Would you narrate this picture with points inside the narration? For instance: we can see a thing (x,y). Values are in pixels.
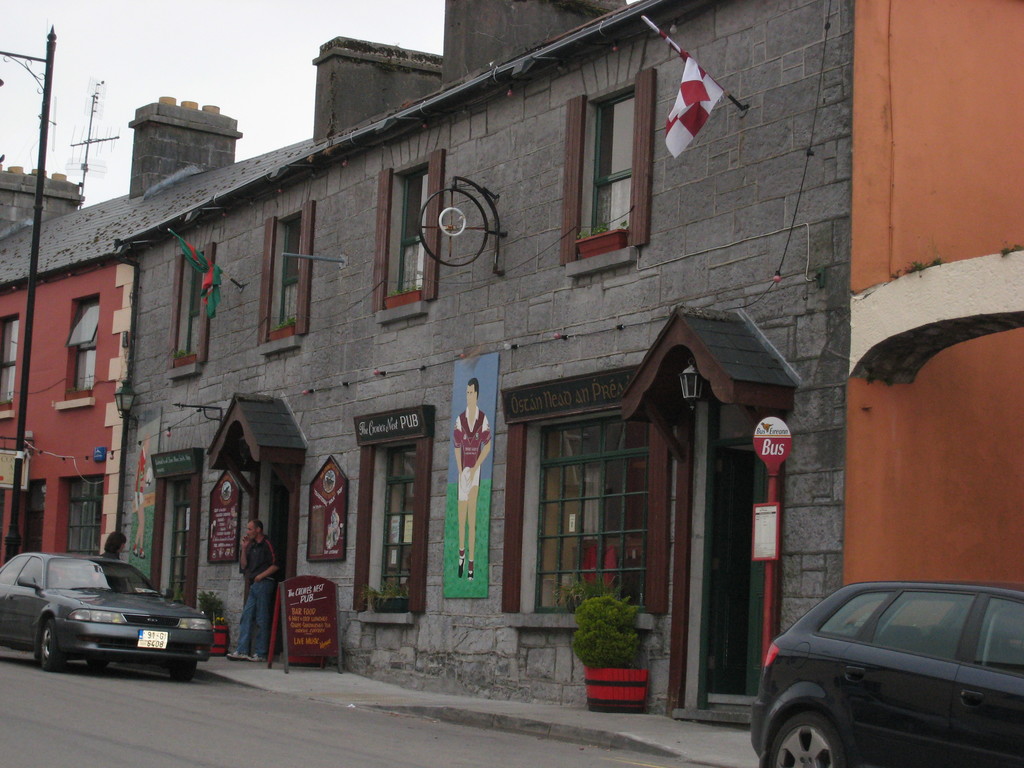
In this picture I can see vehicles (100,581) on the road (68,693), there are plants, boards (331,630), poles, flags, houses (418,528), two persons (261,523), and in the background (279,63) there is sky (219,28).
